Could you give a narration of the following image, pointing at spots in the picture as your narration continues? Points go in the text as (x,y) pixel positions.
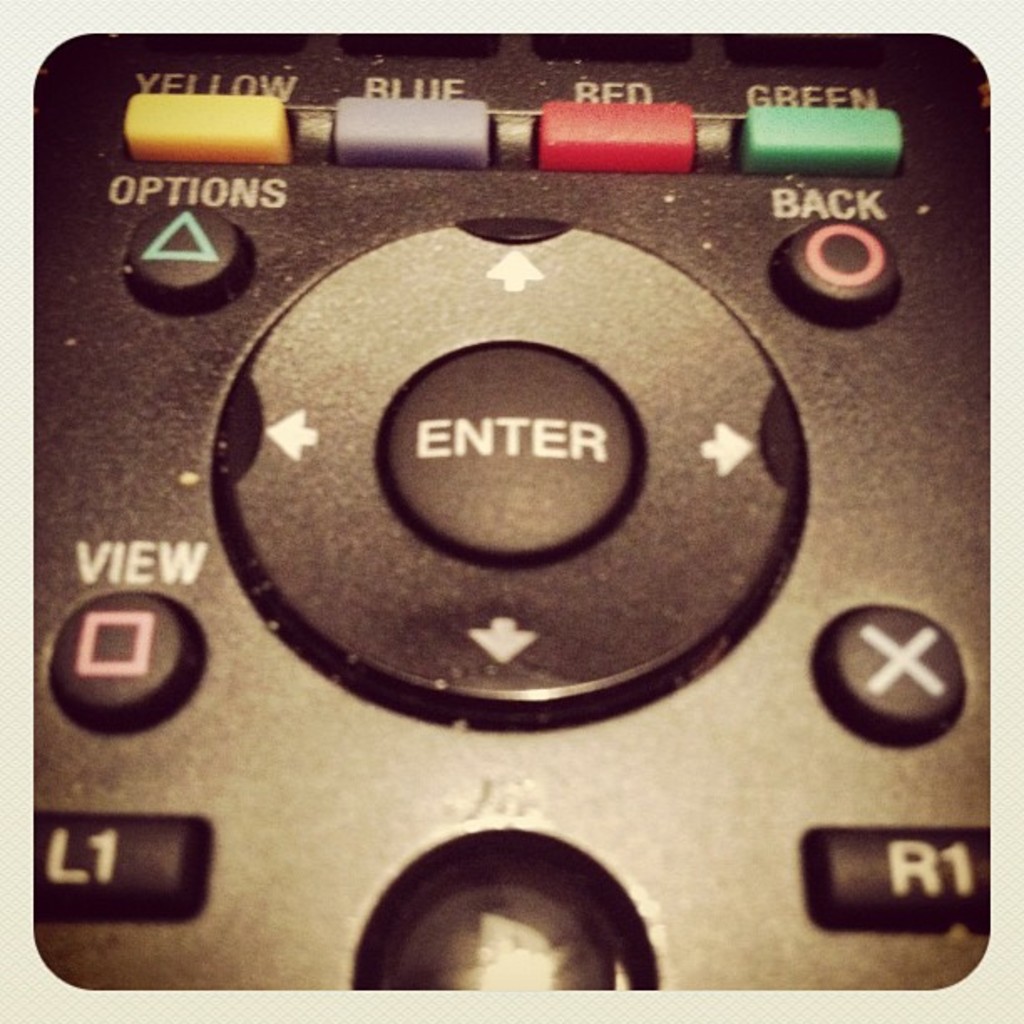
In this image we can see a remote (433,443), on the remote (312,267) we can see some text (250,197) and yellow, green, blue, red color buttons (394,141).
